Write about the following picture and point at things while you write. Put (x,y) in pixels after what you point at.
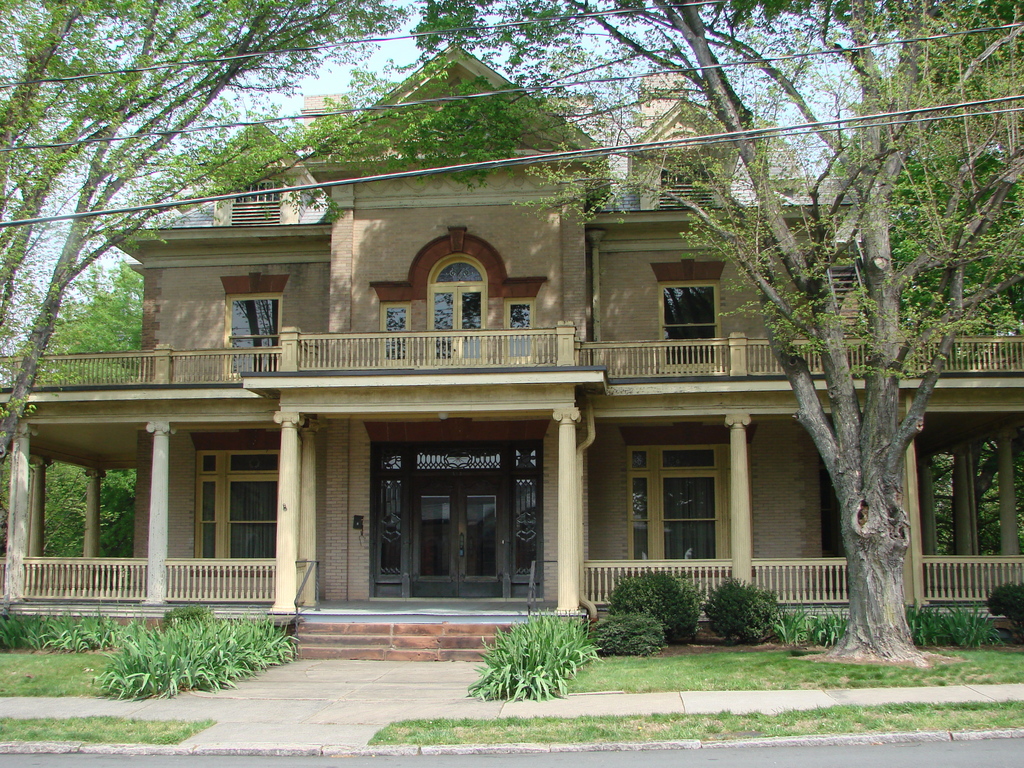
In this picture I see the path (64,708) in front (369,717) and I see the plants (141,674) and the grass (5,666) and in the middle of this picture (565,303) I see a building (560,383) and I see few trees (105,96) and wires (89,76) on the top (323,37) and in the background (121,93) I see the sky (319,86).
